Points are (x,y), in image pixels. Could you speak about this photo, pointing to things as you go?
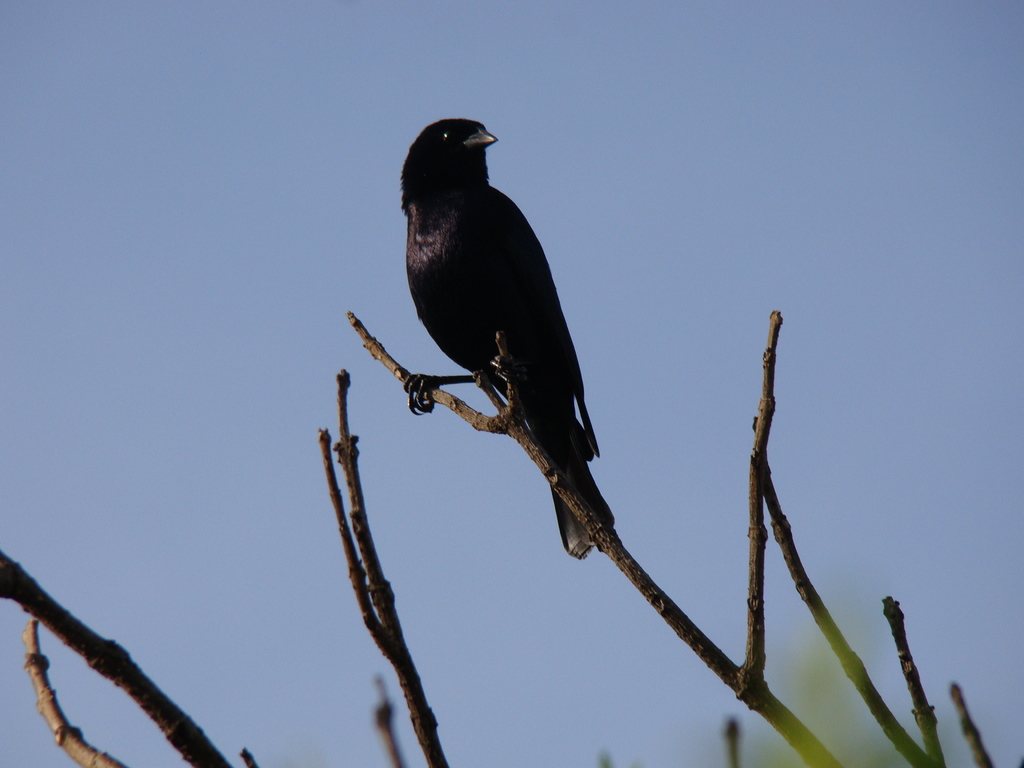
In the middle of this image (498,345) there is a bird (425,247) on a stem (490,425). At the bottom (929,755), I can see some more stems (381,607). In the background (160,255), I can see the sky (162,141).
